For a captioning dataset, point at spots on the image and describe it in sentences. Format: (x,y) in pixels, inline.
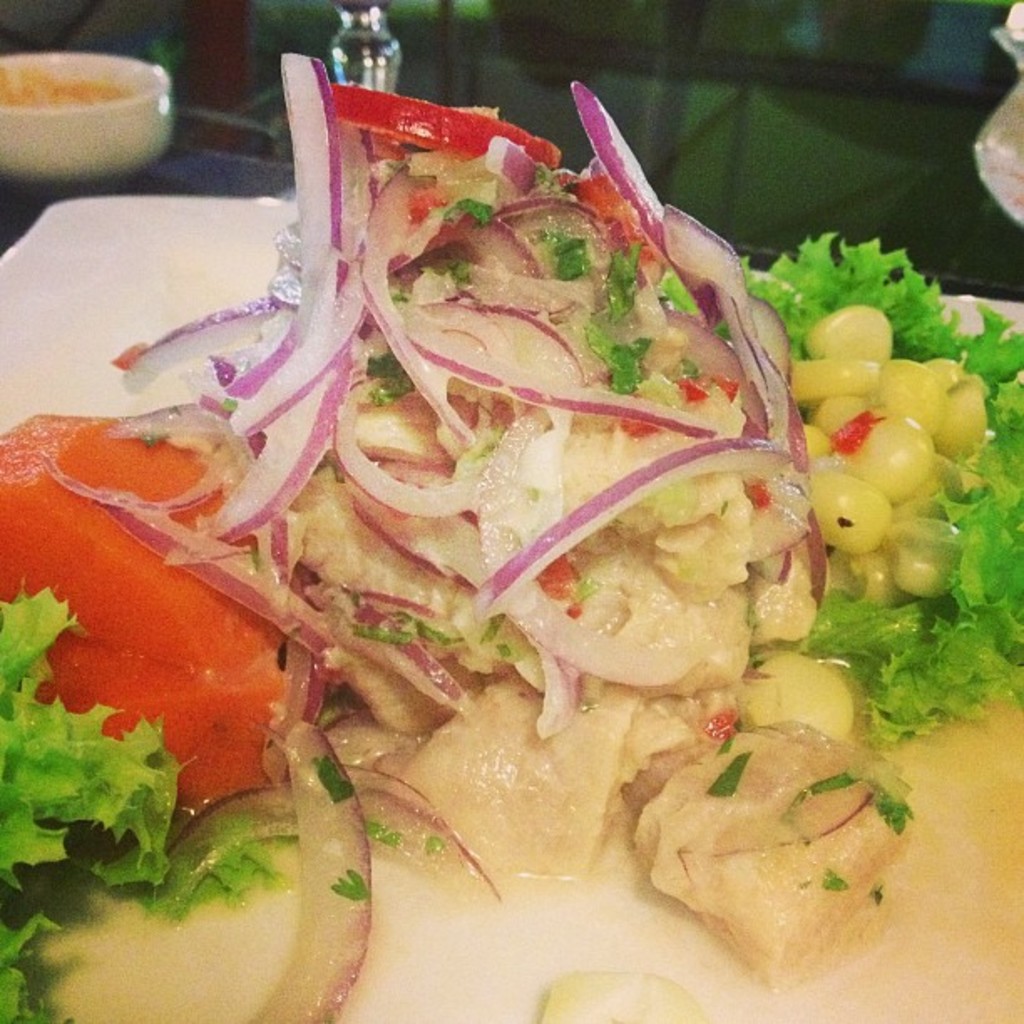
In the center of the image (556,545) a plate (522,582) of food item (522,582) is present on the table (76,184). At the top left corner (110,78) a bowl (73,63) of food item (58,82) is there.
